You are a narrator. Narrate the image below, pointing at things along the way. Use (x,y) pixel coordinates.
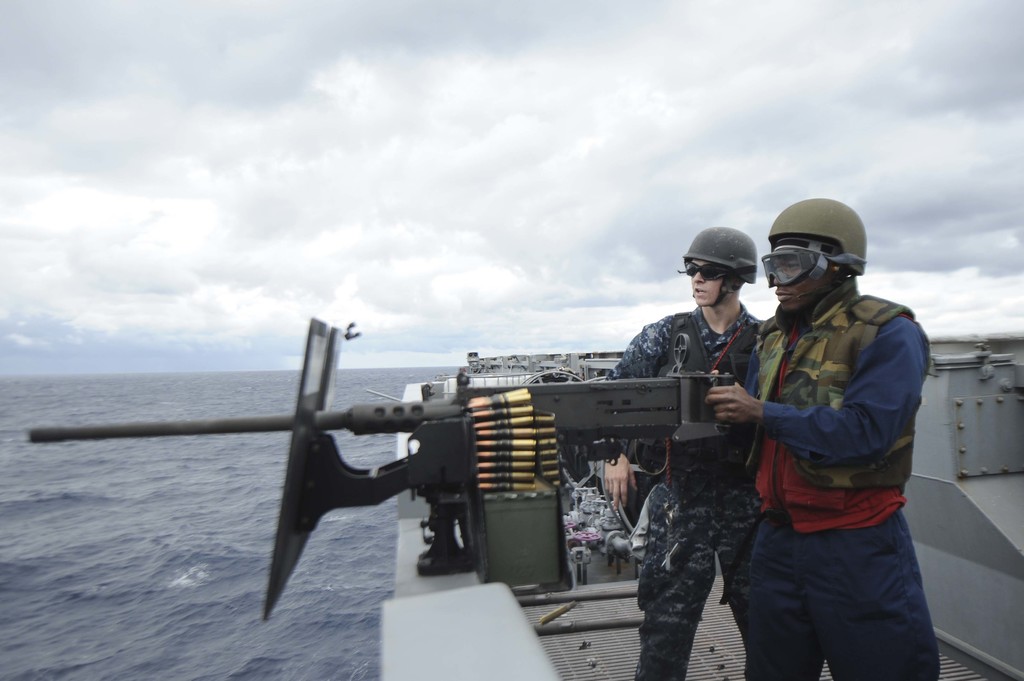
In this image we can see a ship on the water (204,470), in the ship (569,545), we can see two persons (784,463) standing, among them one person (778,456) is holding a gun (339,423) and in the background (319,290) we can see the sky (380,194) with clouds (360,197).
